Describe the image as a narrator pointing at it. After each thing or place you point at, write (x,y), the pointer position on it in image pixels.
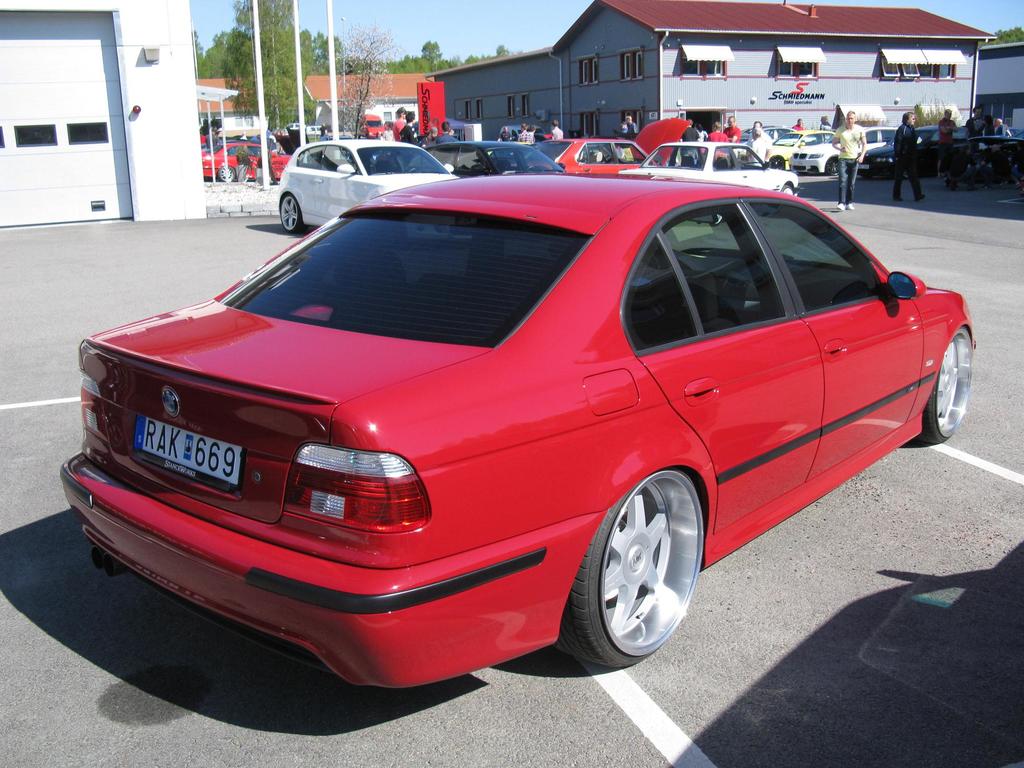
In this image I can see fleets of cars (388,274) and a crowd (622,123) on the road (1023,232). In the background (608,120) I can see buildings (537,122), trees (285,114), poles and the sky (487,49). This image is taken may be during a sunny day on the road (26,333).
